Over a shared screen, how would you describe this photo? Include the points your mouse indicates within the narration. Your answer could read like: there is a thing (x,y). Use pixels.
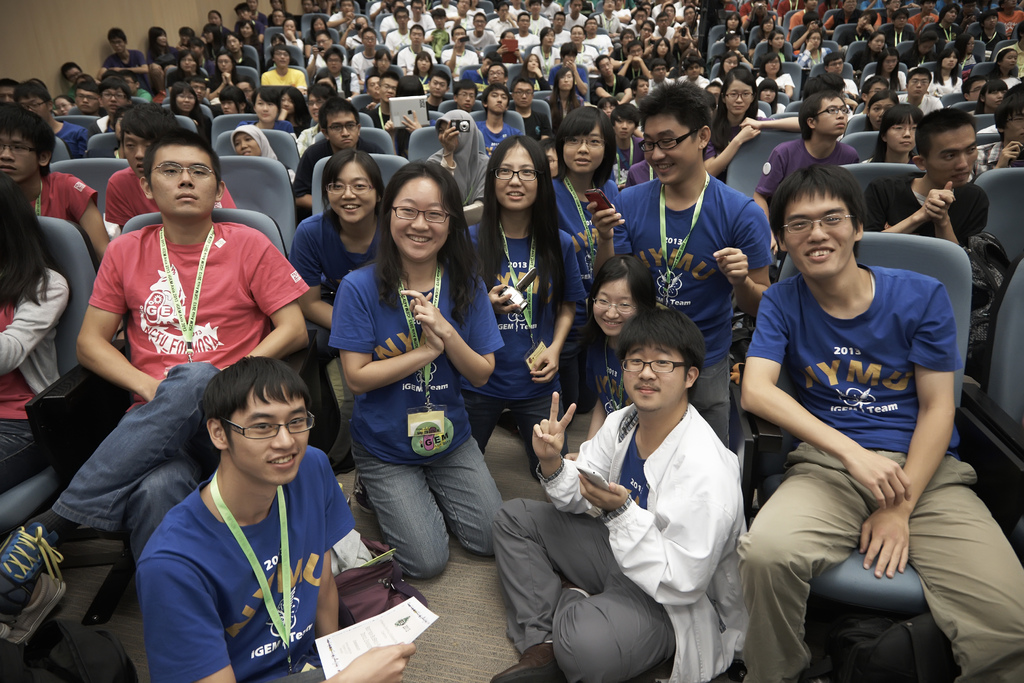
In this picture we can see so many people (818,157) are sitting on the chairs (778,151) and few (419,342) are sitting on the floor (503,646).
